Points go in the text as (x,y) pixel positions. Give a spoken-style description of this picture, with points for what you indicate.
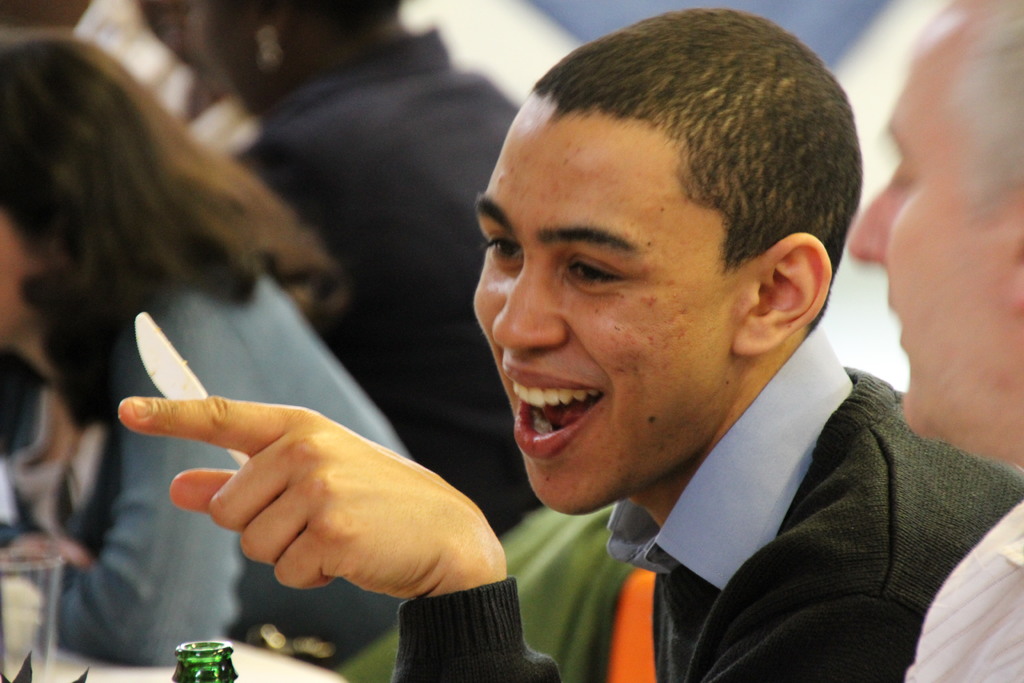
In the image there are few people (243,237) and only one person (645,261) is clearly visible in the image he is holding a knife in his left hand (434,526) and he is smiling. There is a bottle (216,654) in front of him and there is another man (966,423) beside that person (577,439) and the background (432,401) is blurry.
